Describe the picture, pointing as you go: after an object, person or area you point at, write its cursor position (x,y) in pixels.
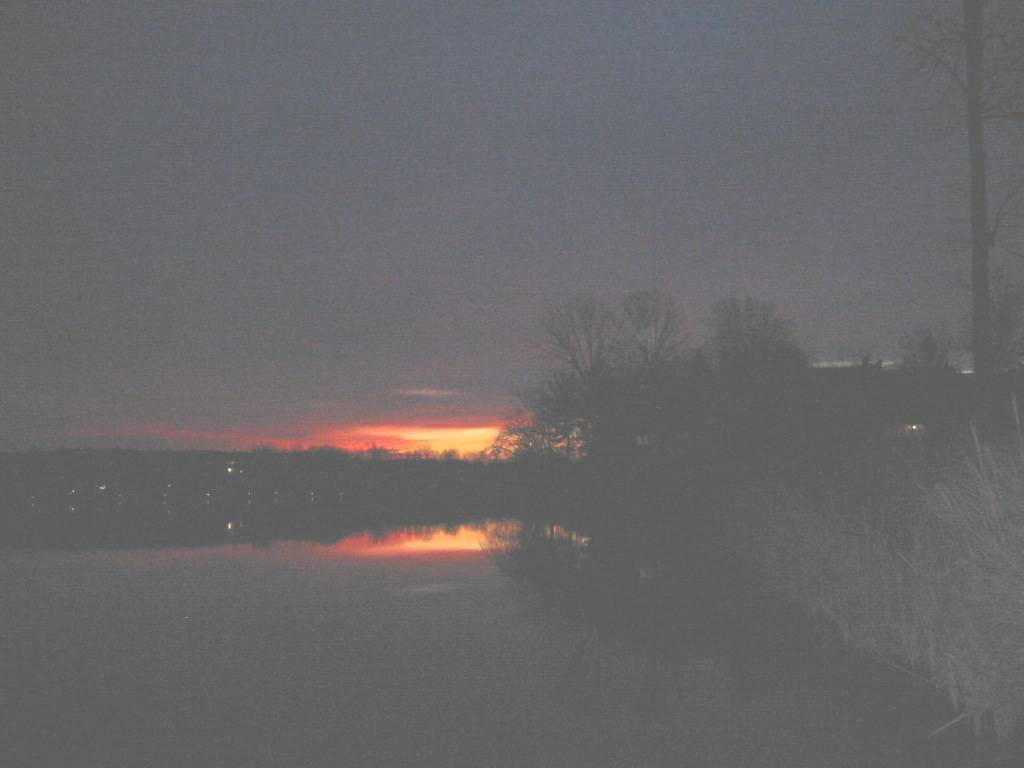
This is an image clicked in the dark. At the bottom (181,650) there is a sea (260,708). On the right side (726,486) there are some trees (706,477). At the top of the image (467,116) I can see the sky (260,142).
